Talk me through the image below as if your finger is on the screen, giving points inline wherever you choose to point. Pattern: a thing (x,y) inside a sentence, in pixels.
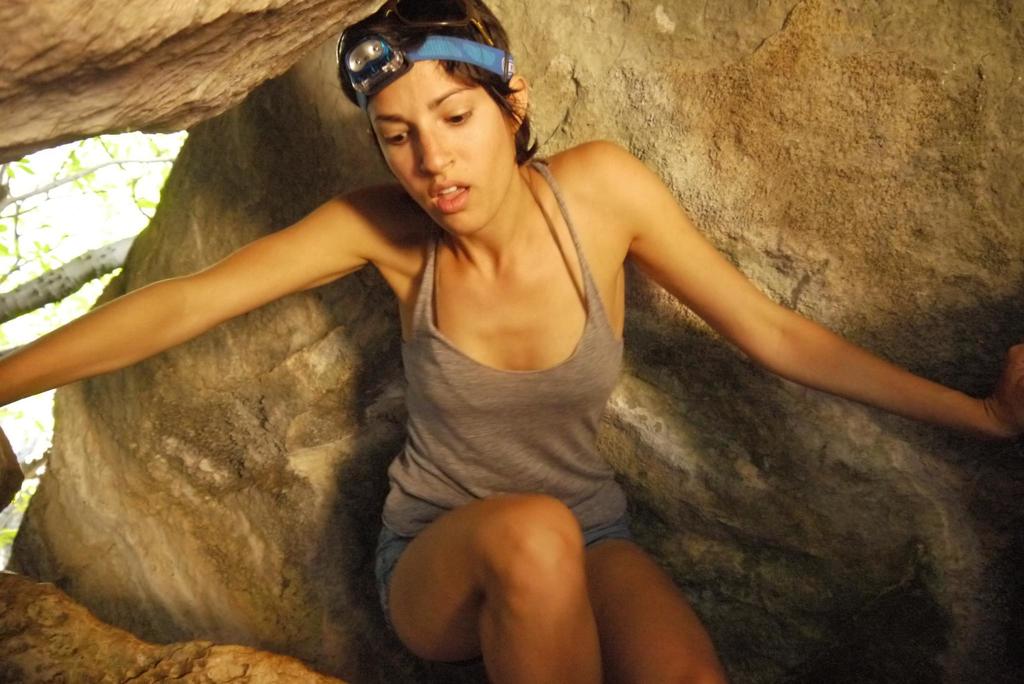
This image is taken outdoors. In the background (209,385) there is a rock (209,91) and there is a tree (37,284). In the middle of the image (518,327) there is a woman (487,393).
